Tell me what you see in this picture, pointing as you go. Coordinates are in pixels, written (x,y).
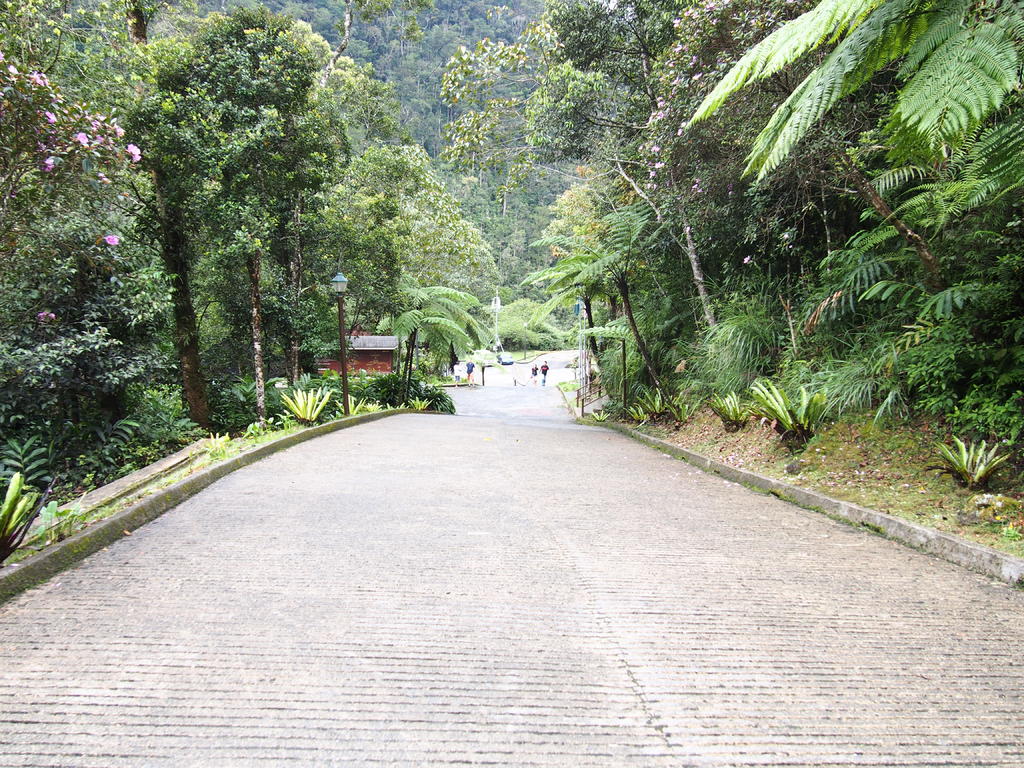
In this image i can see the road (366,626), few people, street lights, i can see the trees (718,250).
